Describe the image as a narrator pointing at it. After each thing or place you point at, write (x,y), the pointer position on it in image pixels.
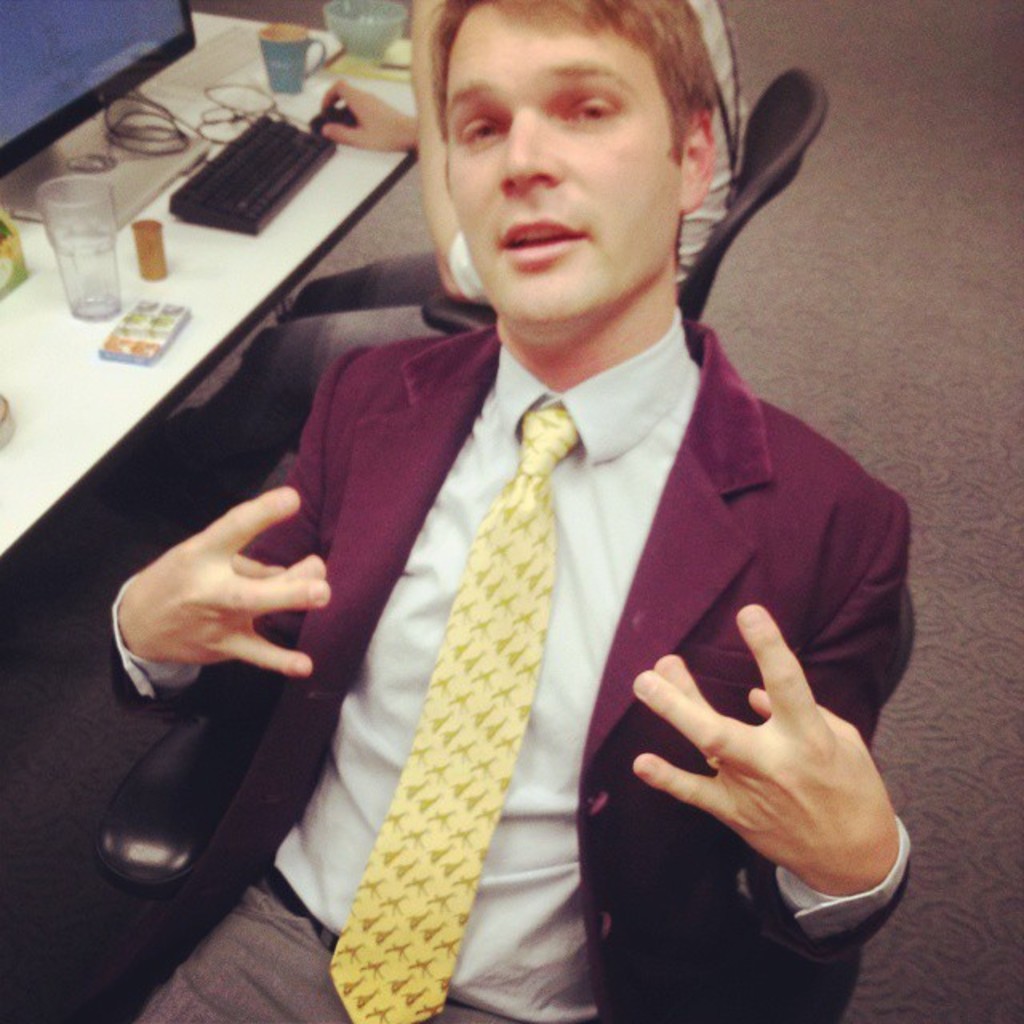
In this image, we can see people (454,201) sitting on the chairs (763,111) and one of them is wearing a coat (783,490) and a tie (519,705) and we can see a system (88,76), keyboard (228,173) and a mouse (325,115), a cup (279,80), glass (85,228) and some other objects (106,354) on the table (112,400). At the bottom (967,825), there is a floor (987,715).
